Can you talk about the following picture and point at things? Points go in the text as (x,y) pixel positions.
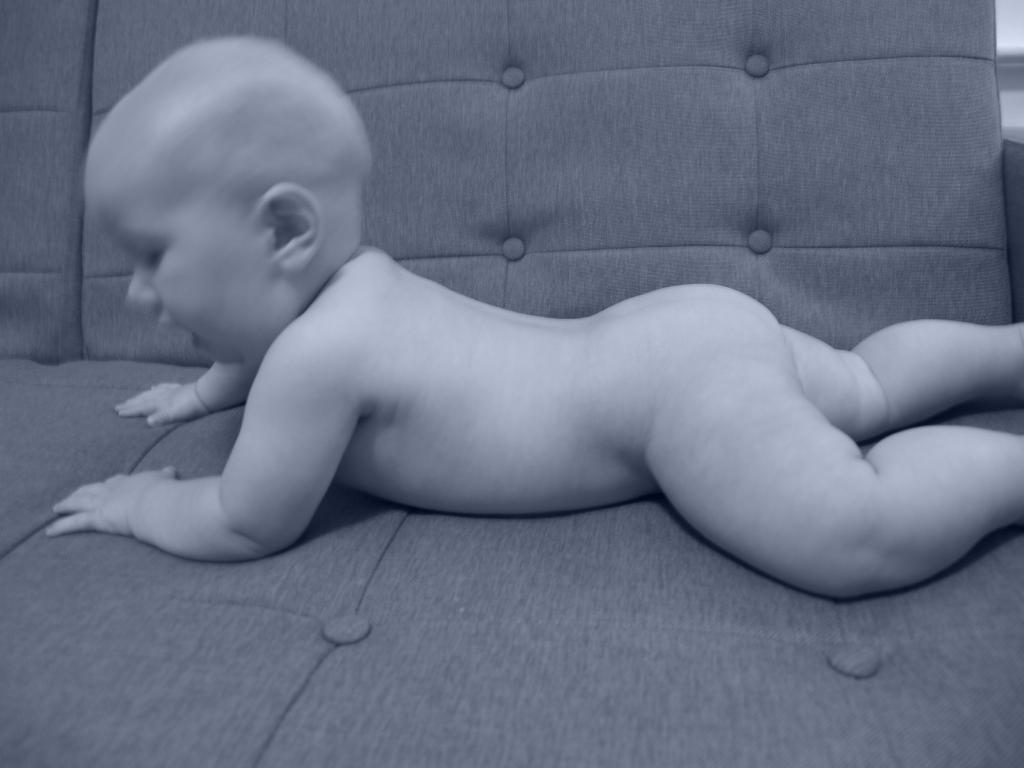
This is a black and white picture of a baby (399,401) laying on sofa (540,255).
